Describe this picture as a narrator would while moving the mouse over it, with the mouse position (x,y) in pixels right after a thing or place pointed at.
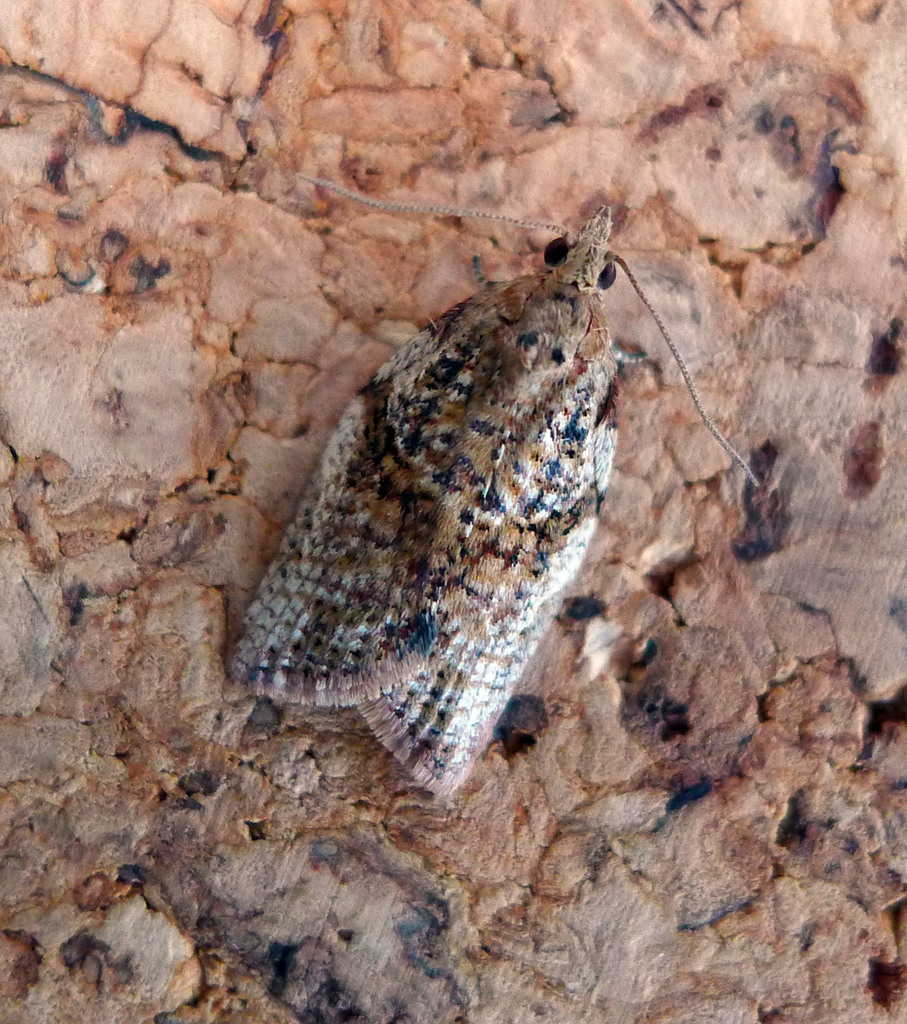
In the center of the image (437,576) we can see an insect (461,563) on some object (365,316).
